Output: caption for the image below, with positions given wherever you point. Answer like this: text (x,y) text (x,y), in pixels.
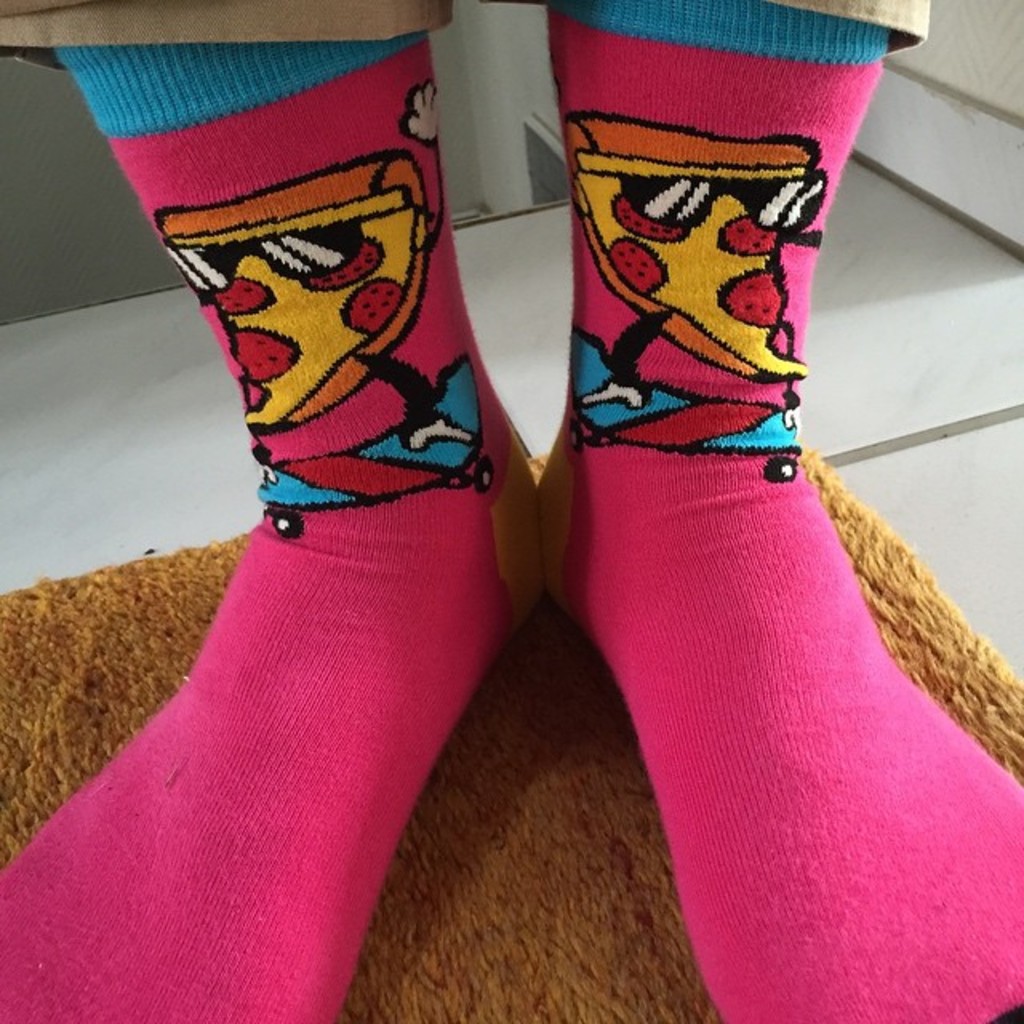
In this picture we can see a person's legs (415,528) with socks (476,447) on a doormat (131,614) and this doormat (106,625) is on the floor (893,356).
